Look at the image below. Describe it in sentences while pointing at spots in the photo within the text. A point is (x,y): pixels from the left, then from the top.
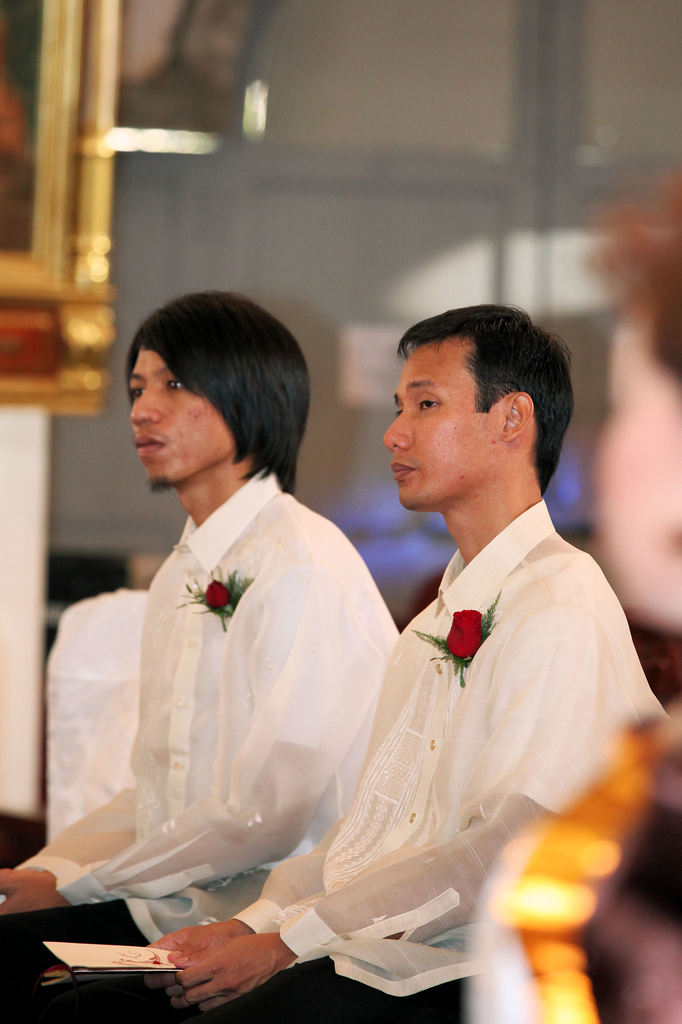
In this picture I can observe three members (445,962). Two of them are sitting in the middle of the picture (265,600). The background (380,127) is blurred.
